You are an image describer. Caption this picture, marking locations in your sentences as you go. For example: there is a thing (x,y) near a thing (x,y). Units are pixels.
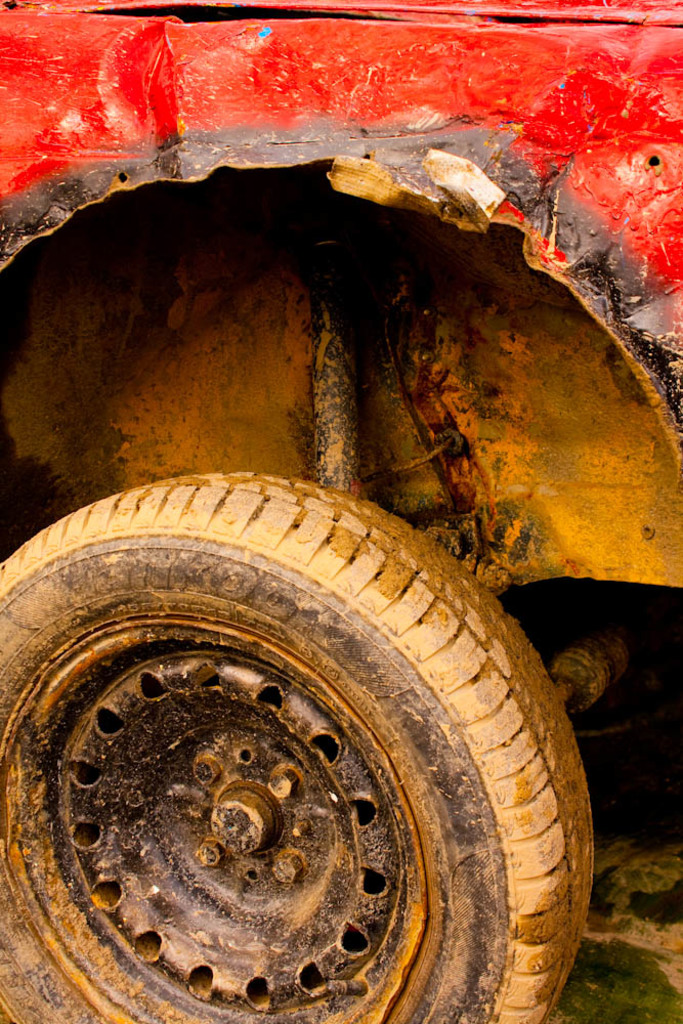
In this image we can see a car (631,523) and a Tyre (191,593) attached to it is placed on the ground (628,982).
